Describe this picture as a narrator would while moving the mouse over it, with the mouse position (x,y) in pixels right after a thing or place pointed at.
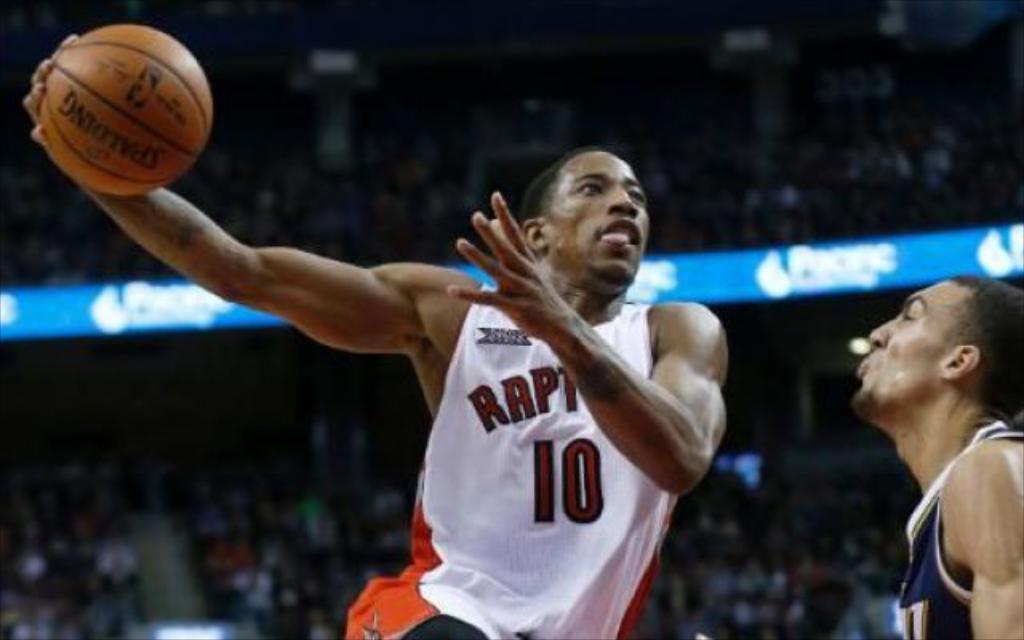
This image is taken in a stadium (777,528). In the background (191,496) many people (248,539) are sitting on the chairs (716,568). In this image the background (48,307) is a little blurred and there is a board (108,292) with a text (888,268) on it. On the right side of the image (945,431) there is a man (945,431). In the middle of the image (591,332) a man (536,467) is running and he is holding a ball (108,110) in his hand (59,46).
